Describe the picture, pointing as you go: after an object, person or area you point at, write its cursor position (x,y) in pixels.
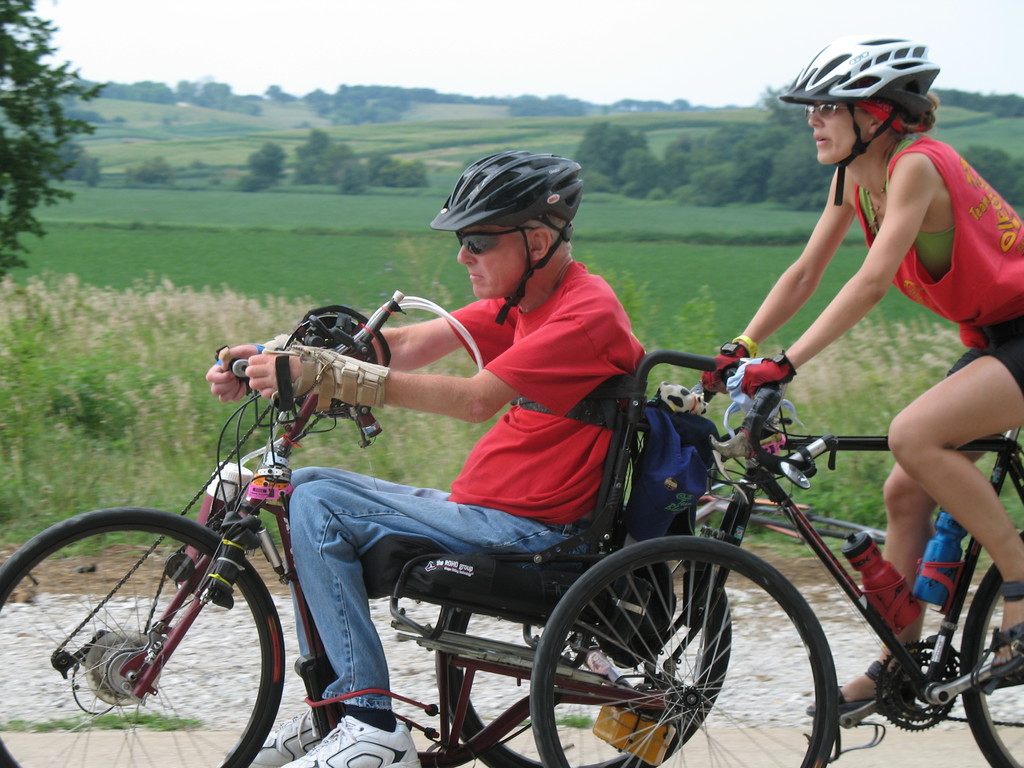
In this image I see a man (502,368) and a woman (798,80) on the cycles (992,727) and they are on the path (889,767). In the background (830,493) I see the grass (647,238), trees (996,104) and the sky (943,52).
